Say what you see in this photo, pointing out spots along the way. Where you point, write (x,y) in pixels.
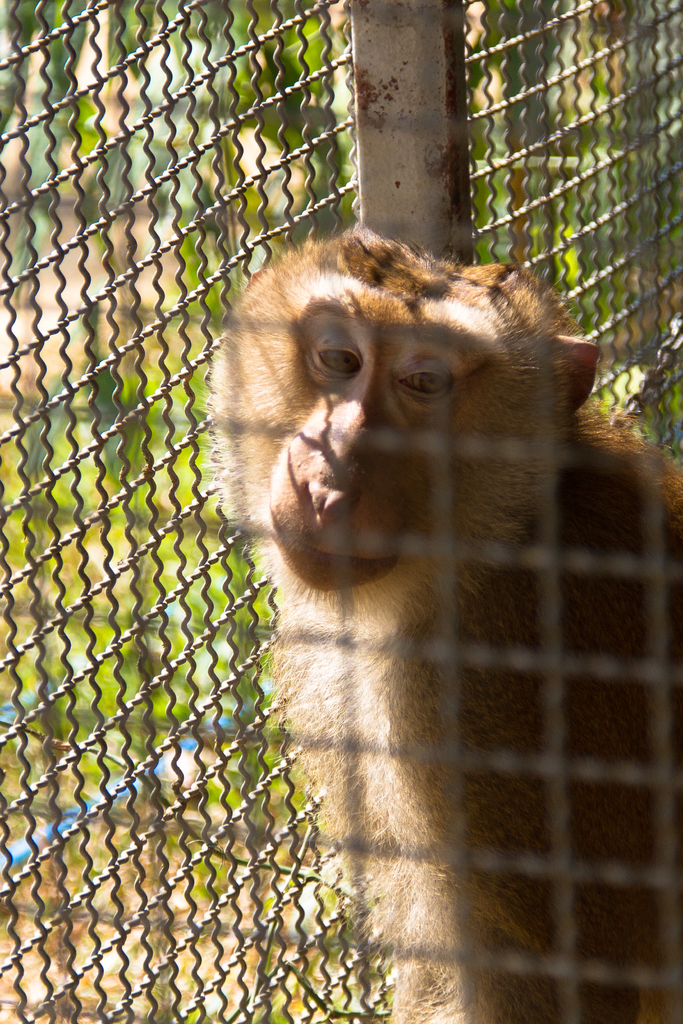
In this image I can see a monkey (405,477). Here I can see a cage (209,144).
